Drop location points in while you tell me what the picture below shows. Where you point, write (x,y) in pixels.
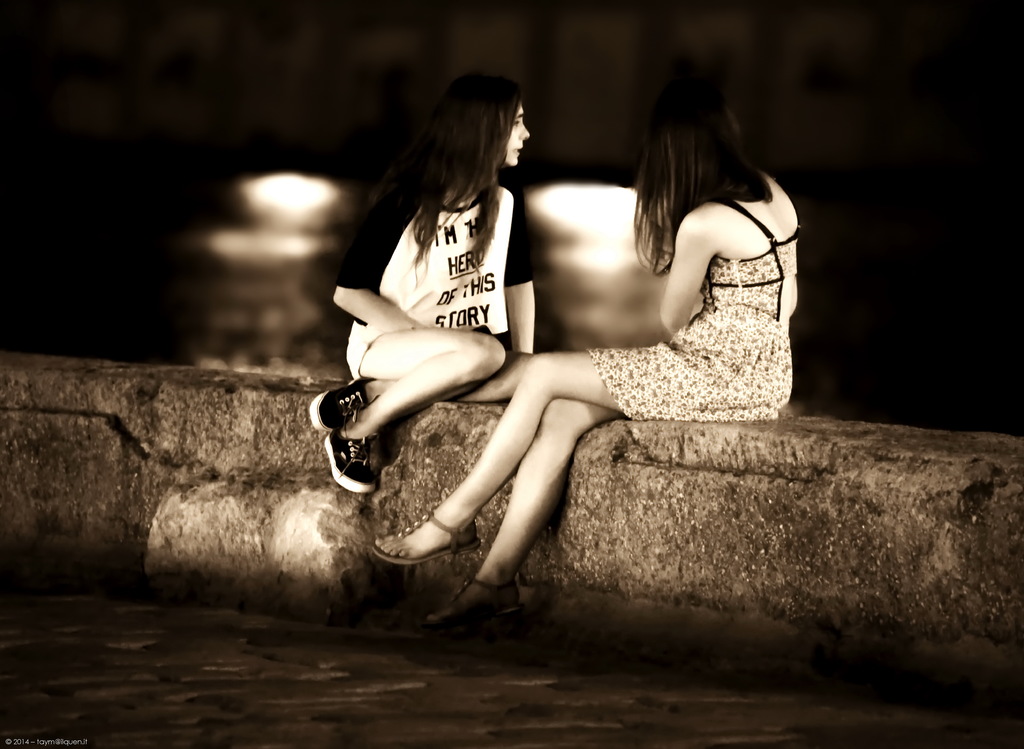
In this image we can see an edited picture of two women (530,338) sitting on the wall (713,456).
